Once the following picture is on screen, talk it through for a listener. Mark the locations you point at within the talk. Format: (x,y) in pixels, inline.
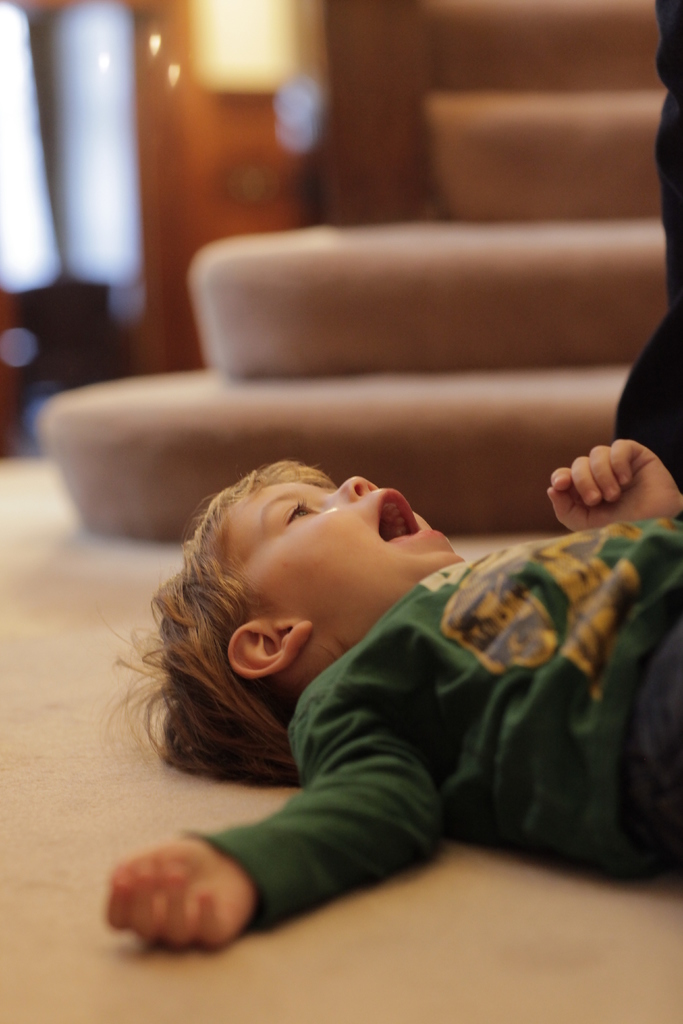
In this image we can see a kid (360,715) lying on the floor (93,800).
